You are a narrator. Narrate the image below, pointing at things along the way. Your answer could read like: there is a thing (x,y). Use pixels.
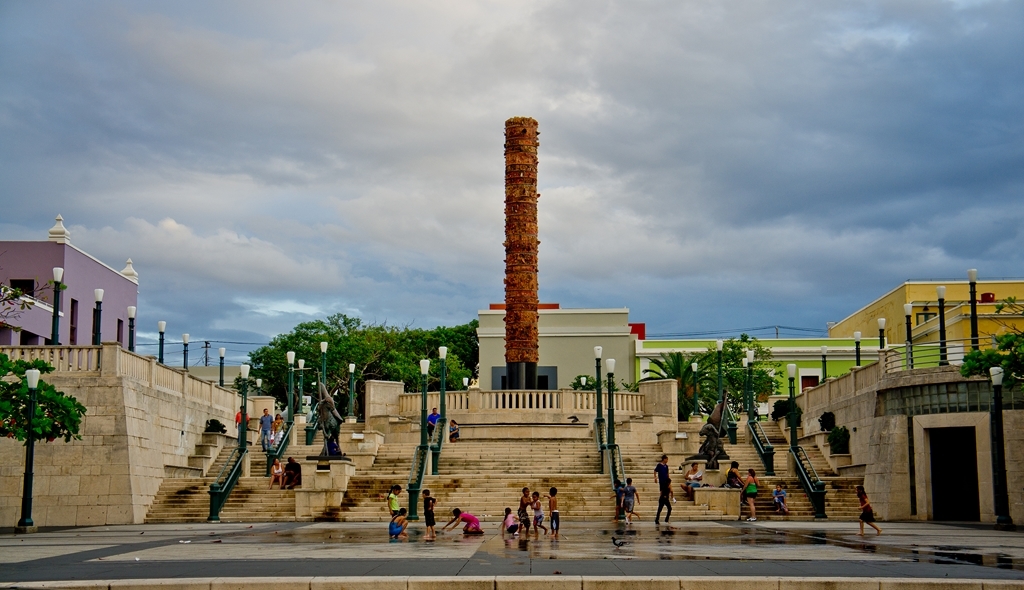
In this image in the center (523,239) there is a tower (536,281), and there is a railing (616,408), stairs (407,505), poles (611,421), lights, and on the right side (873,452) and left side (96,421) there is wall (936,425) and some poles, trees (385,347). At the bottom (530,551) there is floor (489,563), and in the background (26,293) there are some houses (486,322), trees (744,342), poles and wires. At the top (278,113) there is sky (793,227).
